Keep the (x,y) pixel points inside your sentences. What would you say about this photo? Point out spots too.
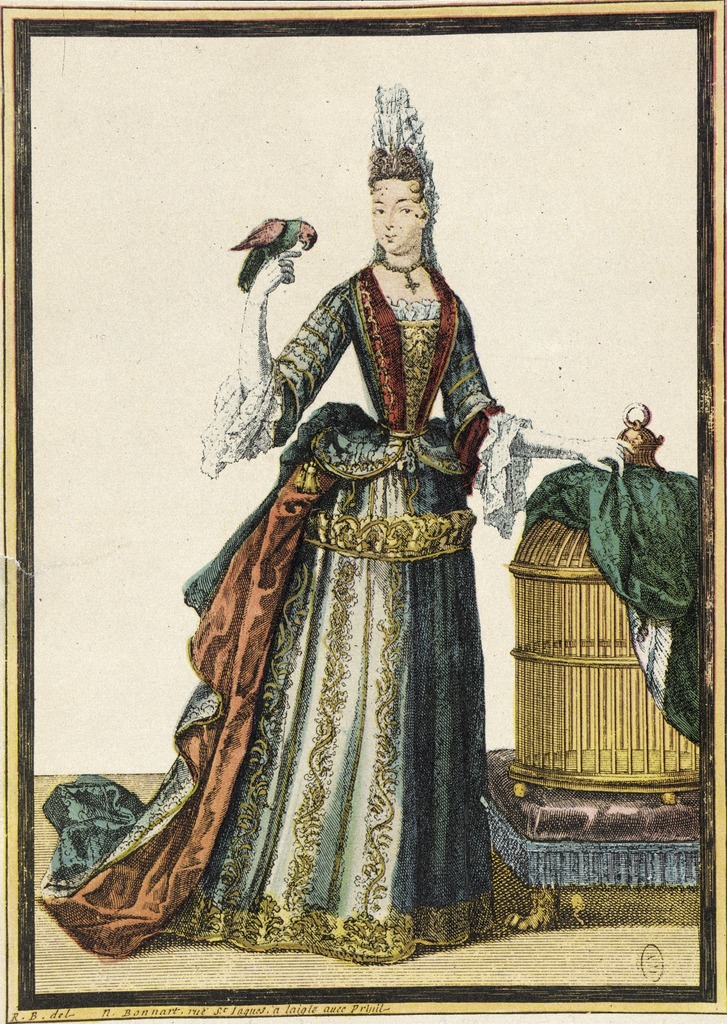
In this image I can see there is a painted picture (362,455). And there is a stool (609,853) on the stool (592,801) there is a cage (590,560) where we can keep parrots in it and on the cage (630,456) there is a cloth (576,471). And the person (617,454) is holding a parrot (269,236).
